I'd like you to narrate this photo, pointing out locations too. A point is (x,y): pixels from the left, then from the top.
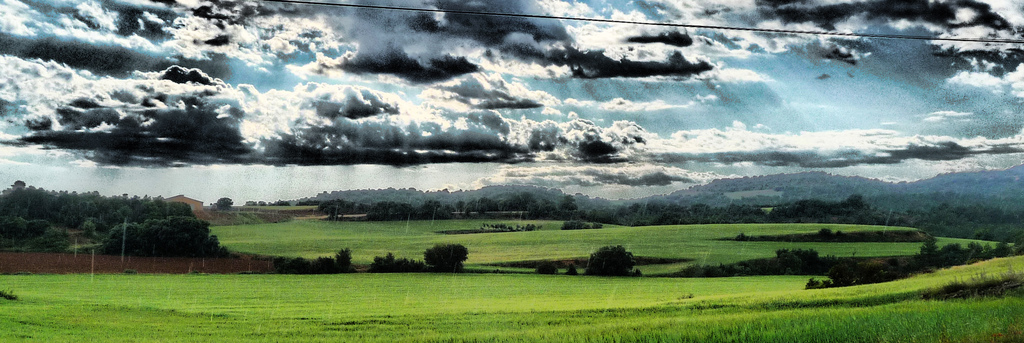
In this image we can see grass (709,261), bushes (822,267), trees (178,217), buildings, hills (610,203) and sky (259,111) with clouds (315,129).
